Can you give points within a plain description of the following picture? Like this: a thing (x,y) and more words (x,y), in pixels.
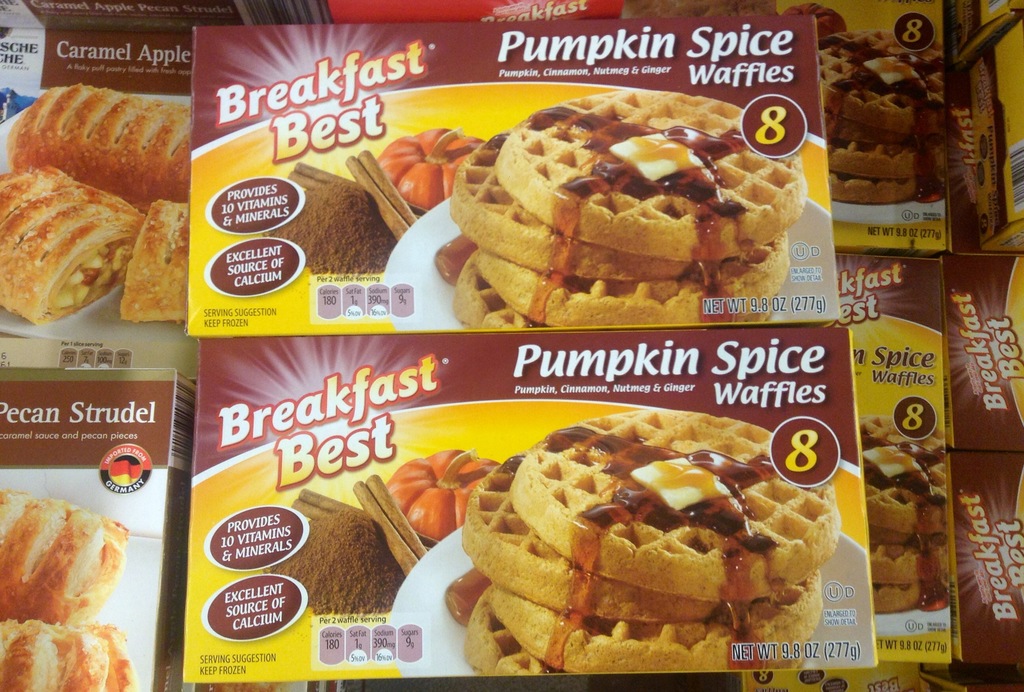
As we can see in the image there are boxes (615,130). On boxes (716,200) there are images (553,236) of food items (546,221) and there is something written.
